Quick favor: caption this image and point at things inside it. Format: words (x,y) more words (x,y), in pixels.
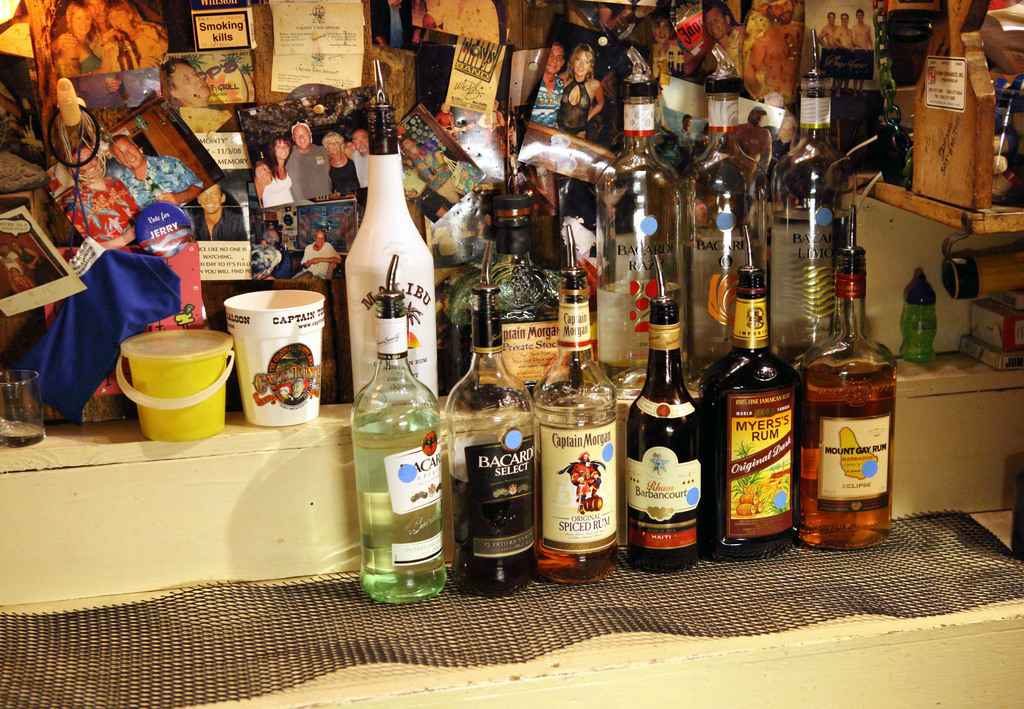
In this picture we have different types of bottles (428,397) photo frames (336,218) are being placed together.
